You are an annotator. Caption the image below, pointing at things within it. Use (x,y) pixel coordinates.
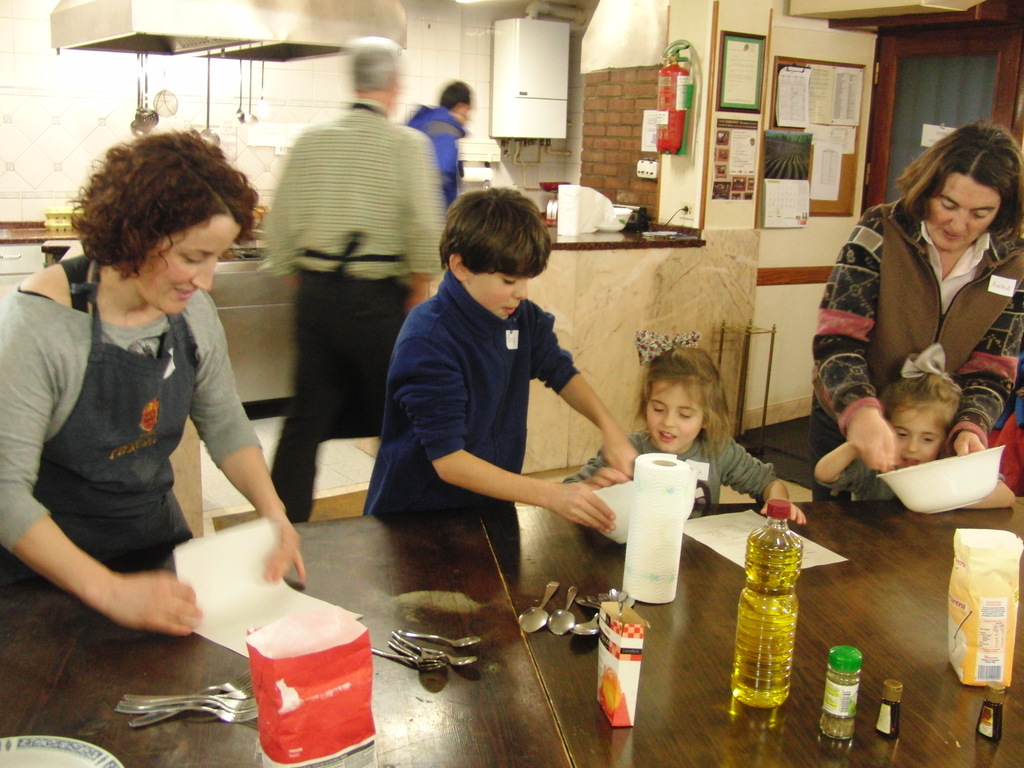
This picture shows a kitchen (460,140) and a table (62,600) where we see a woman (172,506) folding paper (223,585) on the table (333,594), we see two girls (950,400) and a woman (885,453) mixing food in the bowl (911,507) and we see a bottle (779,524) and few spoons (531,621) on the table (458,616).
